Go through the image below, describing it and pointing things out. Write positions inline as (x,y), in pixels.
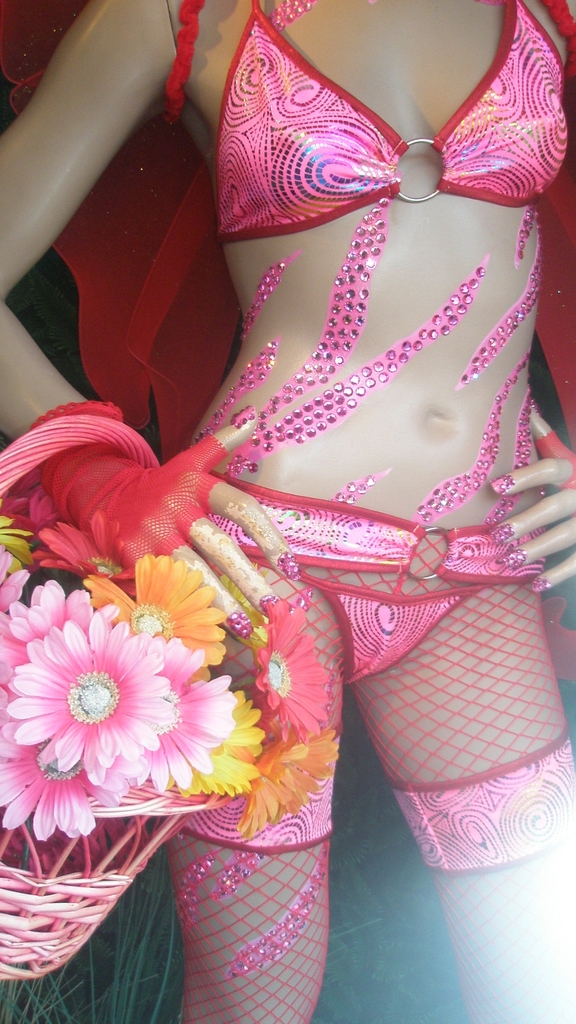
In this image I can see a doll (444,420) wearing pink color dress (434,544) and holding a pink, yellow and orange color flowers (151,719) in the pink basket (98,883).
